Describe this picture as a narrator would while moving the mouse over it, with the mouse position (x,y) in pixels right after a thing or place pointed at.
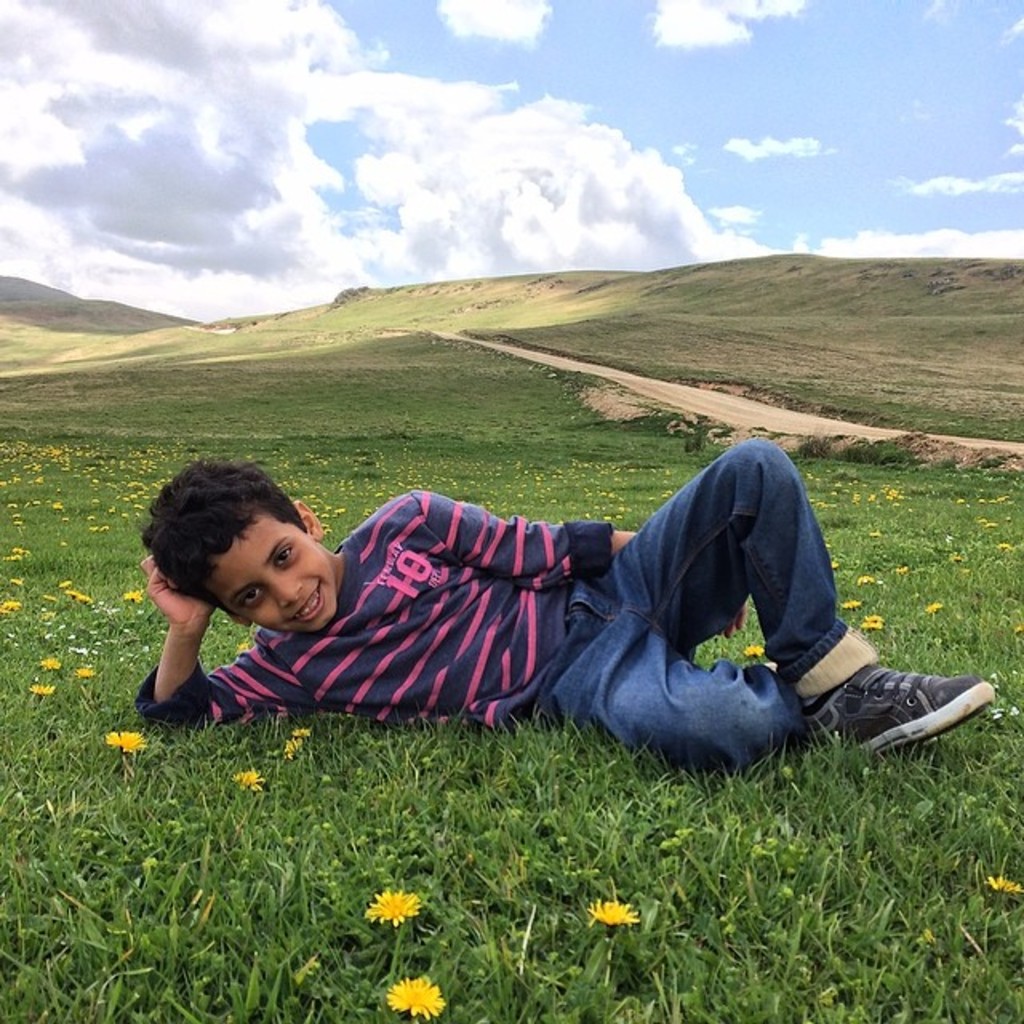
In this picture there is a boy (386,643) wearing blue and pink color t-shirt (525,643) lying on the grass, smiling and giving a pose into the camera. Behind there is a hilly area (575,379) full of grass (558,376).
